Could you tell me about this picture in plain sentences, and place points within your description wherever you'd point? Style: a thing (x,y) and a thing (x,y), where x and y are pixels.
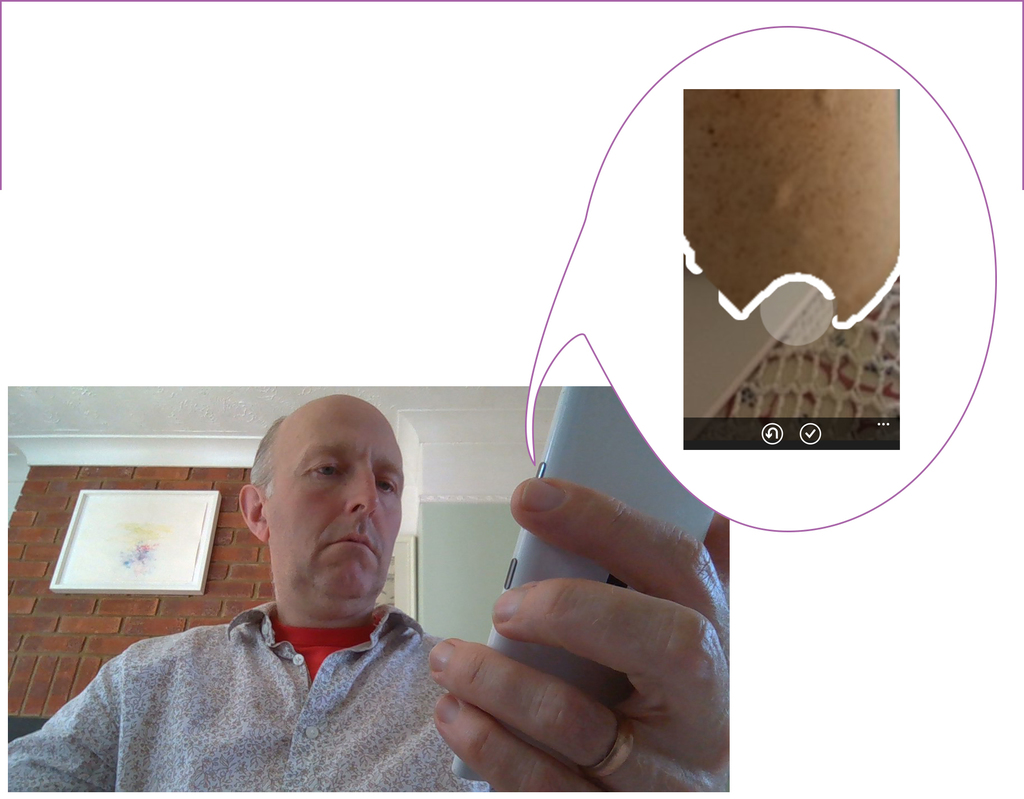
In this edited image there is a person (295,502) at the bottom of the image (509,676). He is holding a mobile (639,458) in his hand (587,605). Behind him there is a red brick wall (153,602) having a frame (172,560) attached to it. Right side (844,153) there is a screenshot (870,228) of a screen (827,369). Background (105,203) is in white color.
